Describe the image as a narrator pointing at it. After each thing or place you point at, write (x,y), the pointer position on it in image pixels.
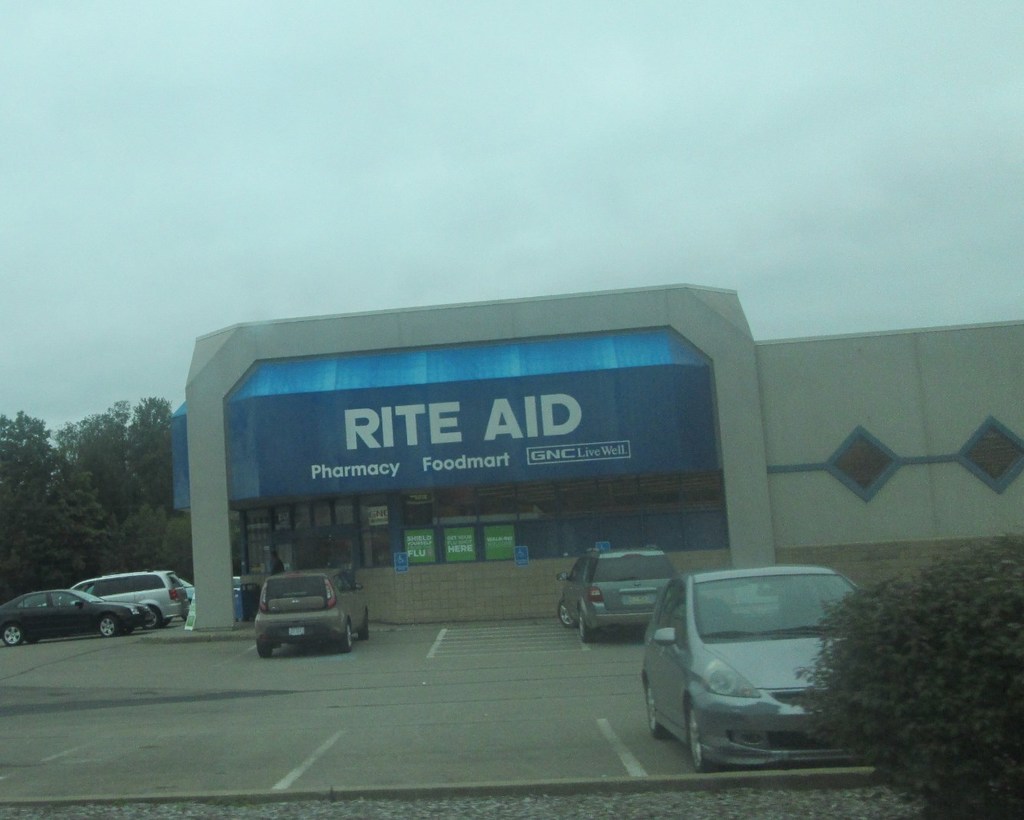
This picture shows a building (663,524) and we see few cars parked and trees (20,439) and we see a name board (551,474) on the building (590,463) and a cloudy Sky (435,290).
